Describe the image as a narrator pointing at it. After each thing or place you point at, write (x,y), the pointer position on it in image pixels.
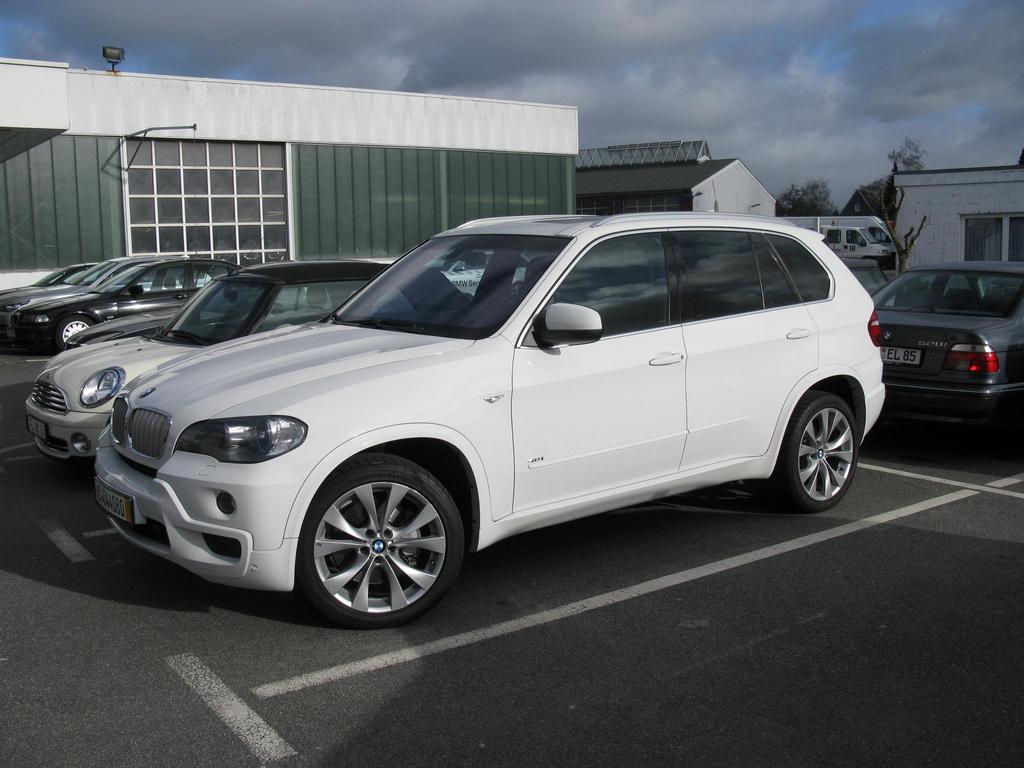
In this image I can see there are many cars (987,288) parked on the ground (39,564) and at back (923,212) there are some houses (1006,245) and in the background (721,69) there is the sky (726,76).
